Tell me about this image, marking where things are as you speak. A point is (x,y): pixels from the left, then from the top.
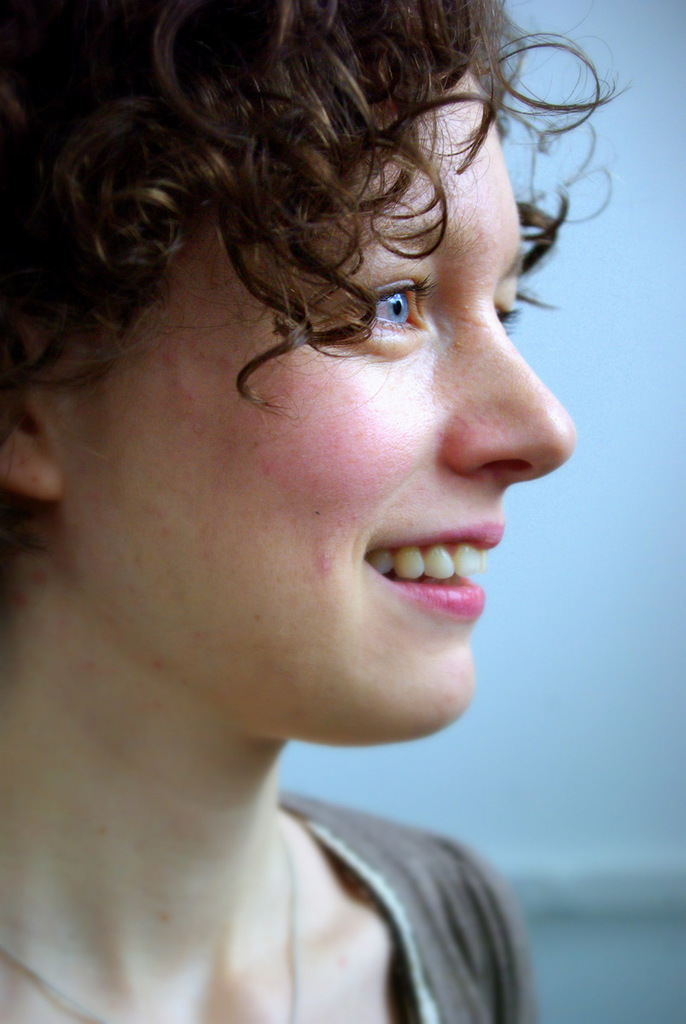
A person (288,345) is present facing towards the right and smiling.
